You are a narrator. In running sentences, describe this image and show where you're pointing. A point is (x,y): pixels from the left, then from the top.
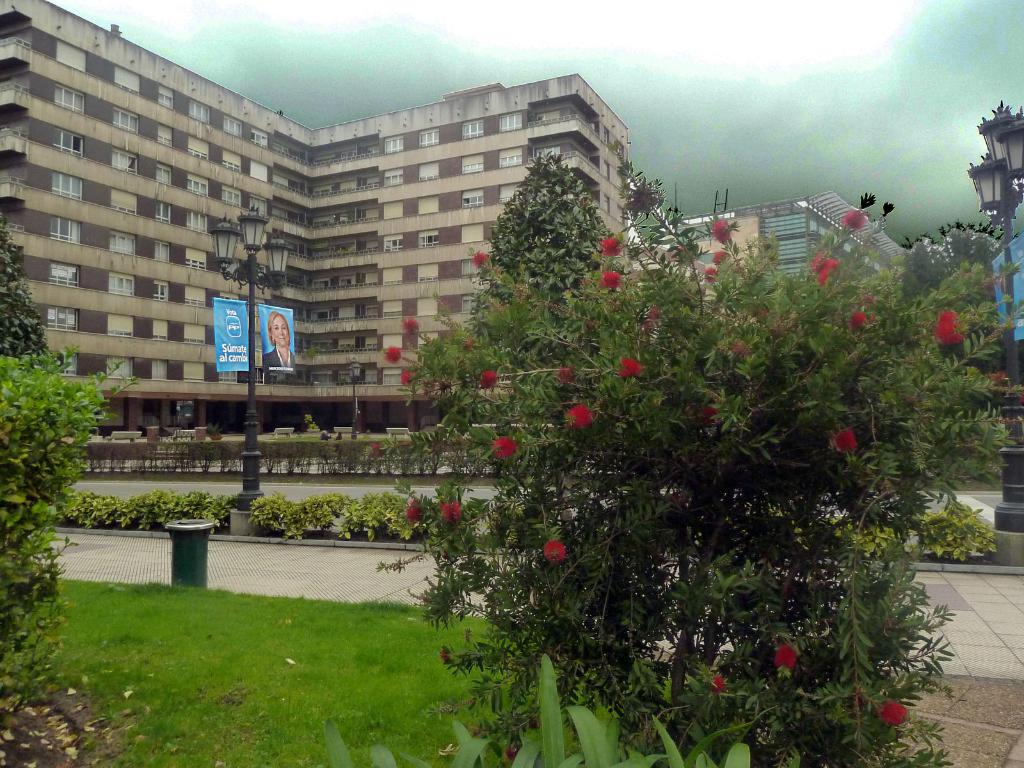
In this image we can see plants (313,457), walkway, street lights (1007,205), buildings (332,274), name boards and other objects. At the bottom of the image (389,643) there is the grass (319,651), plants (588,571), walkway (1010,663) and other objects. On the left side of the image (65,477) there is a plant (53,507) and a tree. At the top of the image (637,130) there is the sky (781,87).
